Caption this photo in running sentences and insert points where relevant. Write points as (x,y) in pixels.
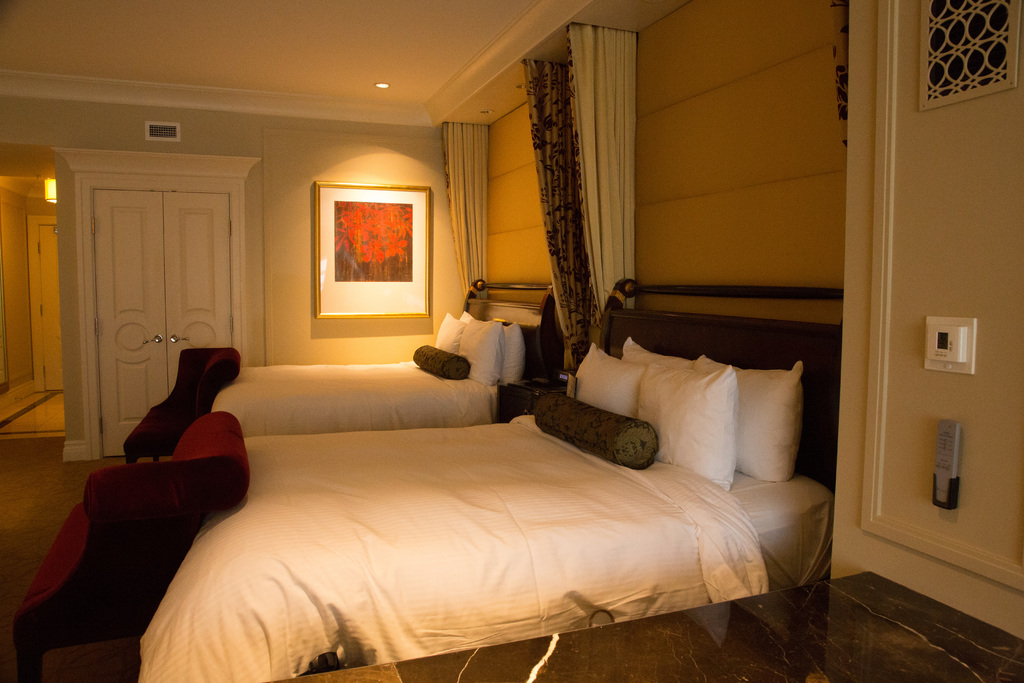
In this image I can see two beds (442,468). On the bed (493,511) there are cushions (644,435) and pillows (684,430). There is a frame (365,249) attached to the wall (377,149). In this room (215,313) I can also see the couch (128,491), curtains (556,180), light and the door (109,252).
